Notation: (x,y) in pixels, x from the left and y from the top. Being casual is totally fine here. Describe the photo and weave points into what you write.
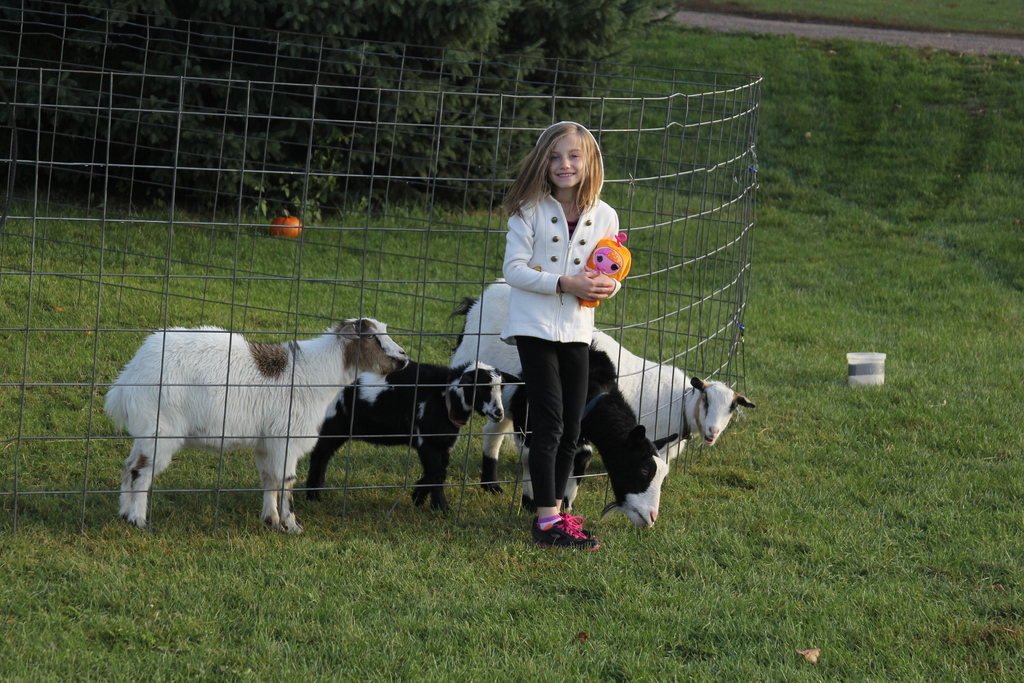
In the middle of the image (584,252), there is a girl (562,251) in white color jacket (546,248), smiling and standing on the grass (565,553) on the ground (552,561). Beside this girl (552,403), there is a fencing (499,259). Beside this fencing (295,351), there are animals (596,339) on the grass (339,464) on the ground (242,511). In the background (806,395), there are plants (341,18) and there's grass (865,59) on the ground (890,5).
